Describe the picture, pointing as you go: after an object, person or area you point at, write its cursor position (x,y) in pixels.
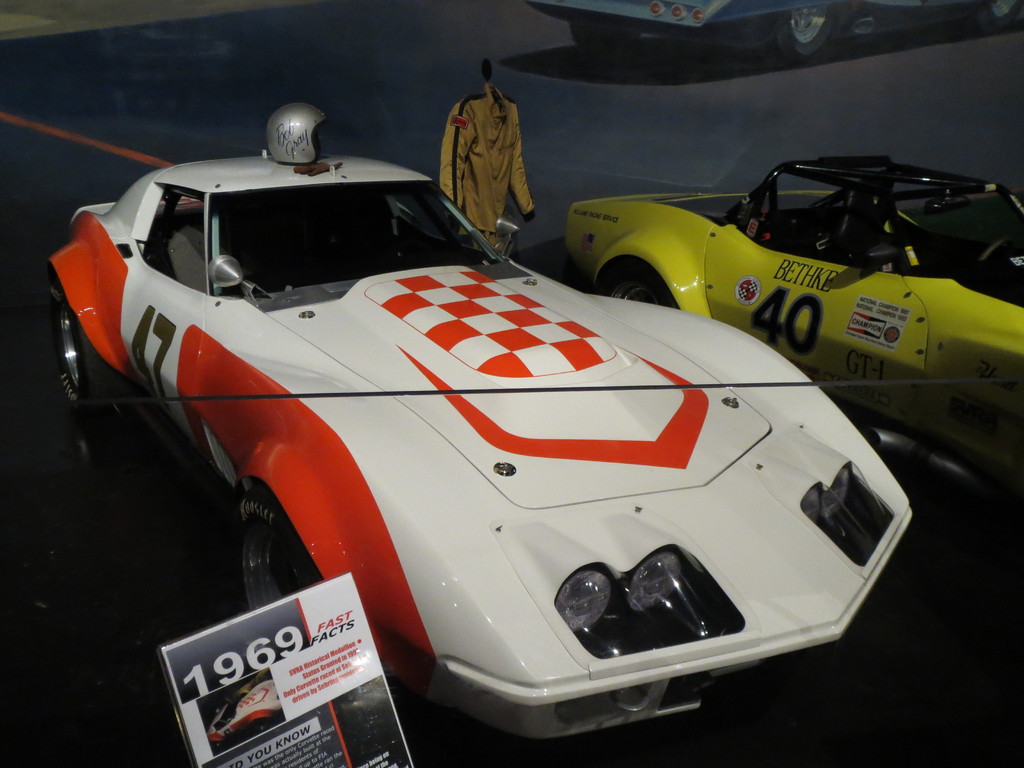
In the picture I can see two cars (281,245) on the road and there is a helmet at the top of the car (349,188). I can see the banner board (223,697) on the bottom left side (330,685). There is a race suit (476,175) at the top of the image (509,127). I can see another car (726,8) on the top right side (824,55).
